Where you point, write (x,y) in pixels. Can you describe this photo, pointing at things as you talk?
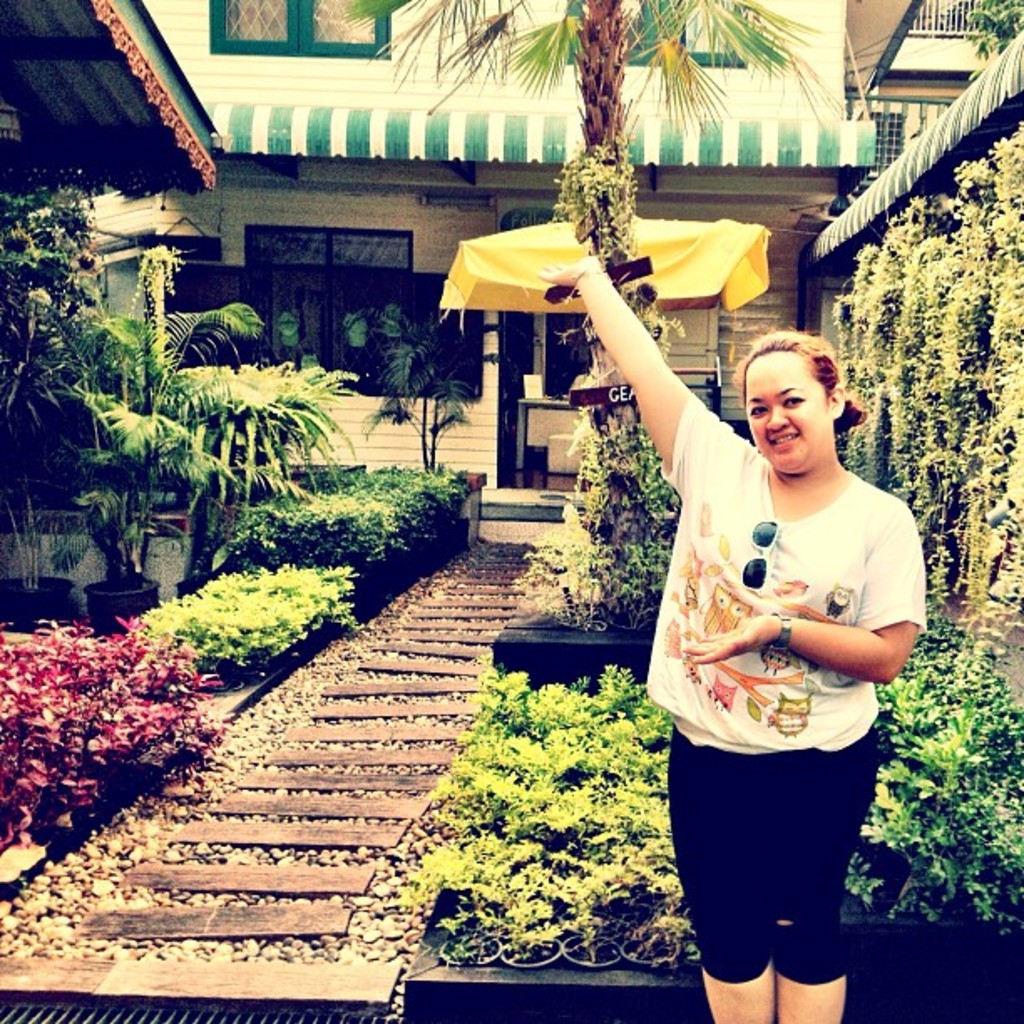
In this image I can see the person (709,631) wearing the white and black color dress (829,733) and also having the goggles (765,572). To the side of the person (702,648) I can see many plants (585,683) and trees (112,452). To the side I can see the sheds (32,13). In the background (454,145) there is a building (303,72) with windows (286,35).
